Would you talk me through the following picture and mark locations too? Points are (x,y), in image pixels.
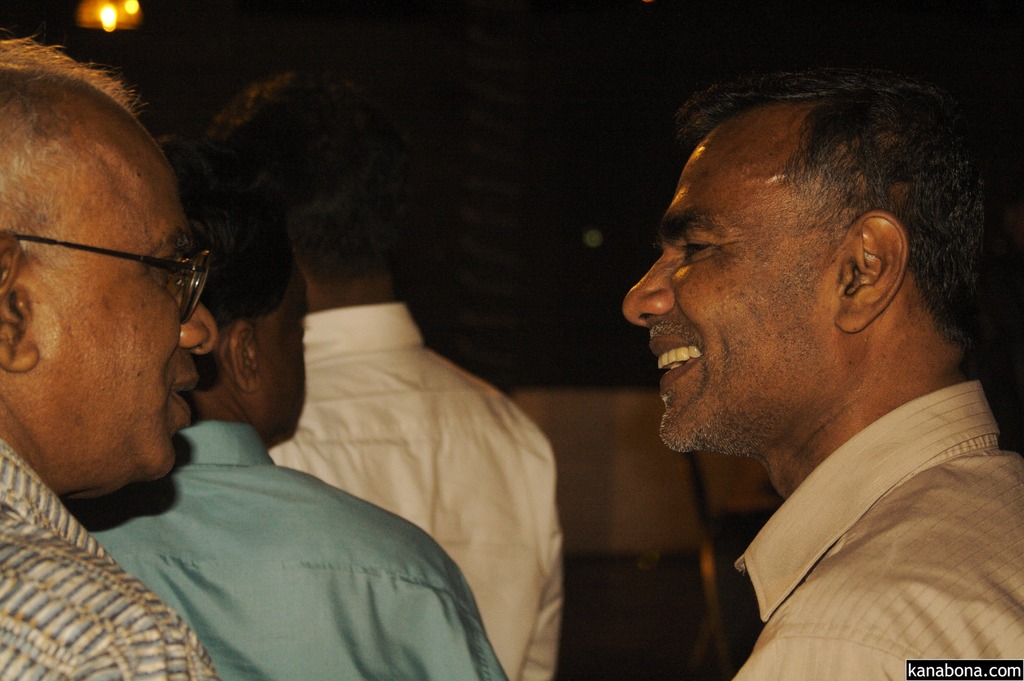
In this image there are group of people (901,535) standing and smiling.
